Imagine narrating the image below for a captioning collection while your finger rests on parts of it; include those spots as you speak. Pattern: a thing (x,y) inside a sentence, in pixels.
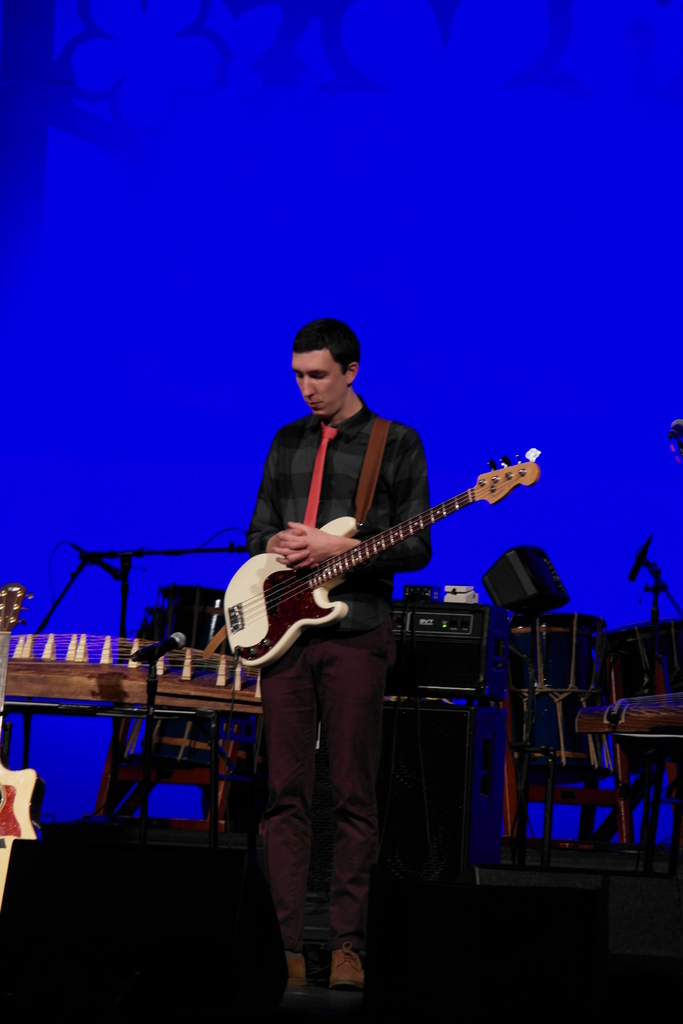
This image is clicked in a musical concert. There is a person (360,461) standing in the middle (340,493), he has guitar (350,566) with him. Behind him there are so many musical instruments (639,704). He is wearing shoes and tie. He is wearing black dress (284,708).
